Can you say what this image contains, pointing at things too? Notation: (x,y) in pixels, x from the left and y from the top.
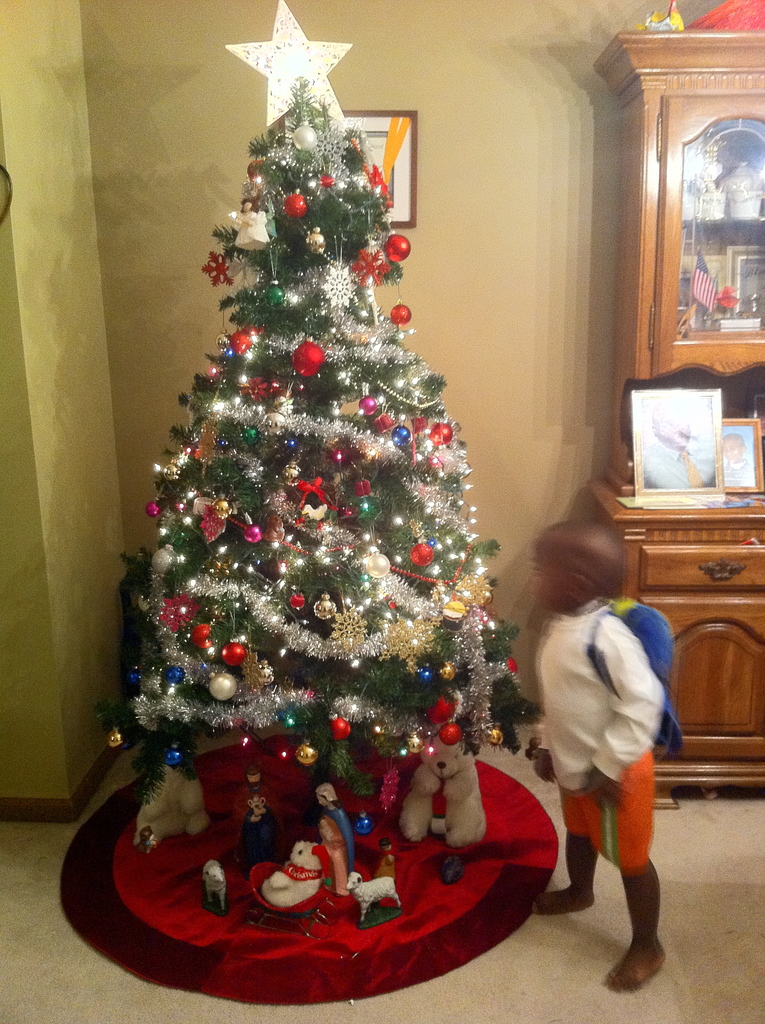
This image is taken indoors. At the bottom of the image (527,979) there is a floor (74,945). In the background (68,240) there is a wall (427,187) with a picture frame (415,214) on it. In the middle of the image (503,649) there is a Christmas tree (191,736) decorated with decorative items (267,433) and a star (273,59) and there are a few toys (294,855) on the floor (679,872). A kid (627,825) is standing on the floor (673,865). On the right side of the image (743,642) there is a cupboard (633,521) with many things (682,490).
